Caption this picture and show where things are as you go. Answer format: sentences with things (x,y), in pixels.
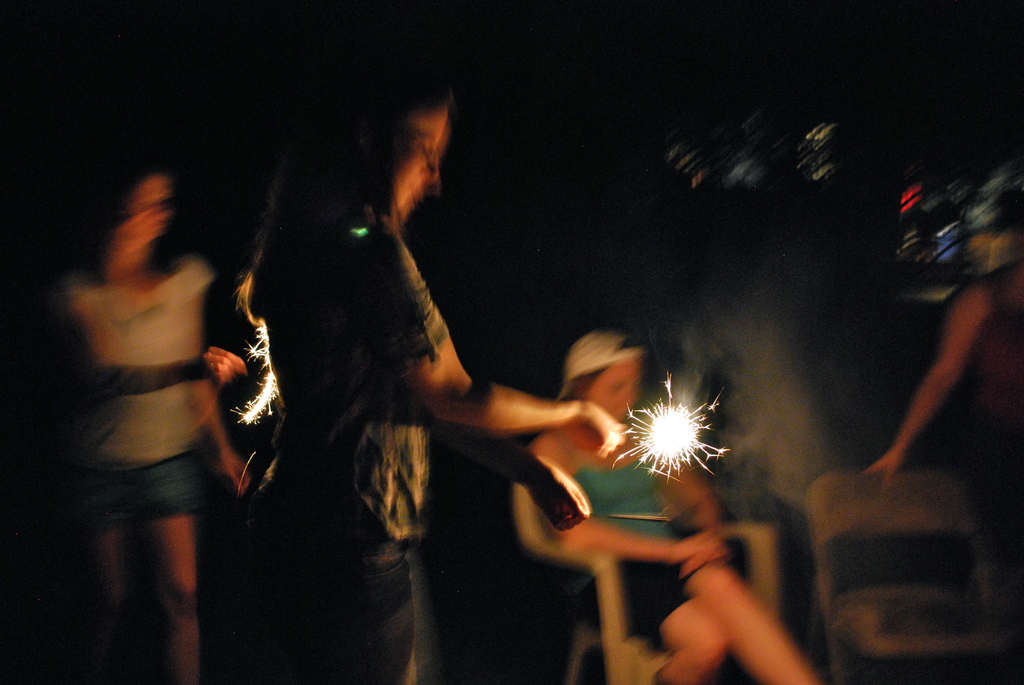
In the foreground of this image (389,314), there is a woman (357,417) holding cracker sticks (651,450) in her hand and in the background (224,352) left, there is a woman (109,421) holding cracker sticks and on right bottom (688,585), we see a woman (689,626) sitting on chair (607,611).
